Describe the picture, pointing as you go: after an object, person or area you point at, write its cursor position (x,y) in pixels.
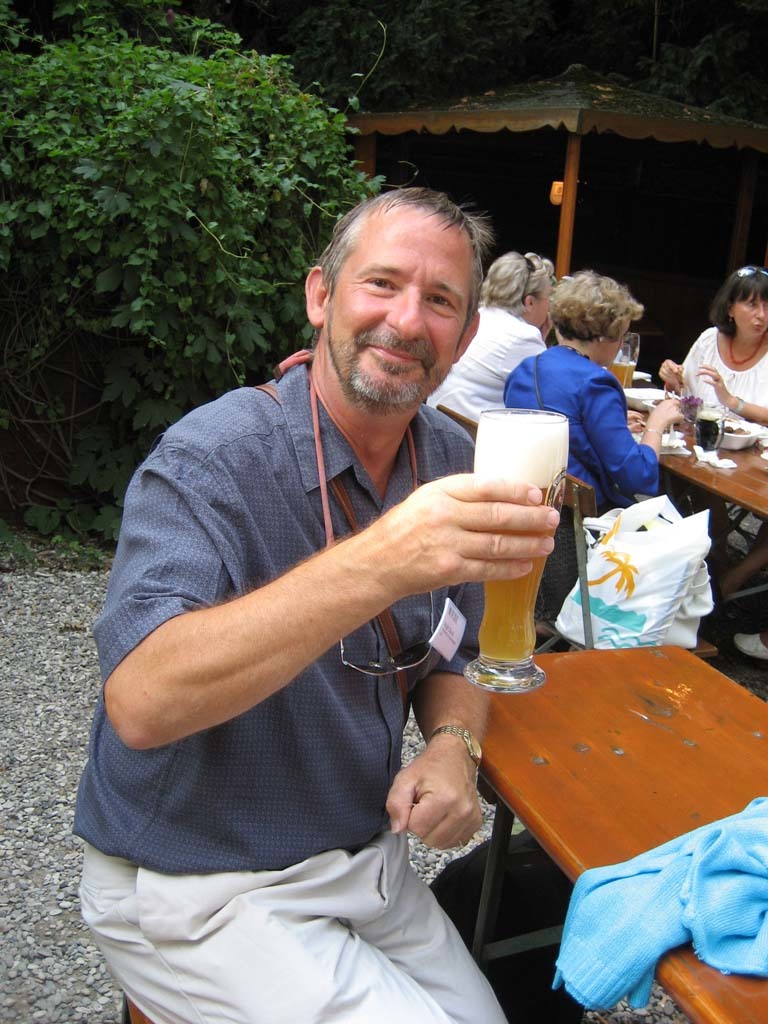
This man (208,690) is sitting on a chair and holding a glass (539,462) and smiling. We can able to see persons (576,346) are sitting on a chair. On this tables (722,471) there are glasses (720,416), bowls (664,392) and paper (669,435). Far there is a plant (209,167) and trees (483,61).
